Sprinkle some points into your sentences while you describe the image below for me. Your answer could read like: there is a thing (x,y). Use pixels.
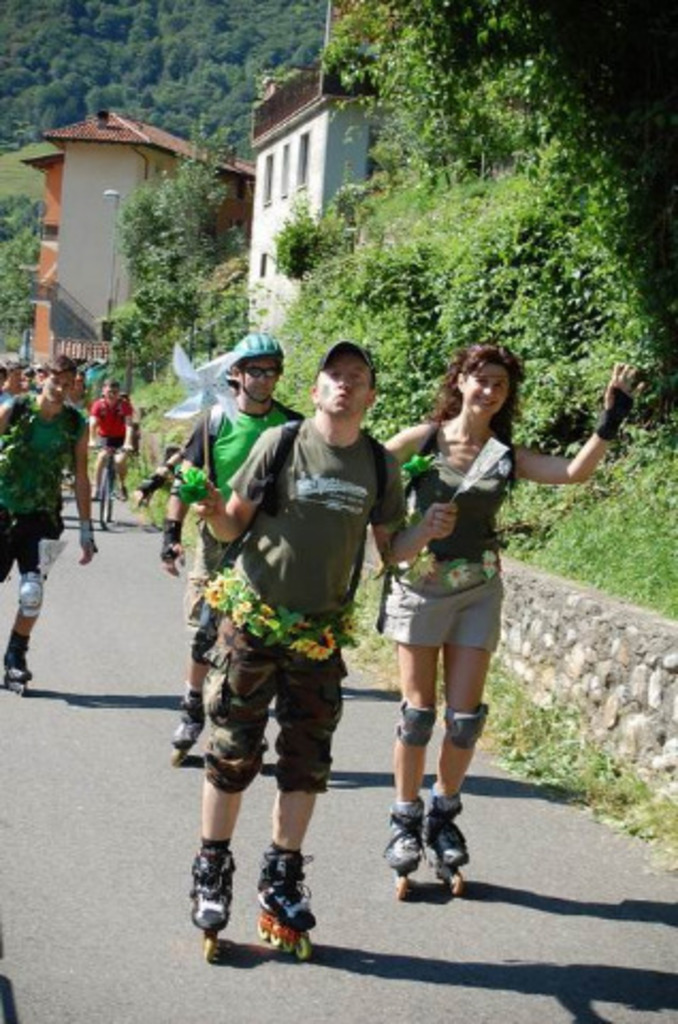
People (256,545) are standing on the road (154,531) wearing skate shoes (294,899). A person (99,468) is riding a bicycle (106,479) at the back (97,456). At the right (590,108) there are trees (531,32) and buildings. There are trees (161,50) at the back (124,48).
